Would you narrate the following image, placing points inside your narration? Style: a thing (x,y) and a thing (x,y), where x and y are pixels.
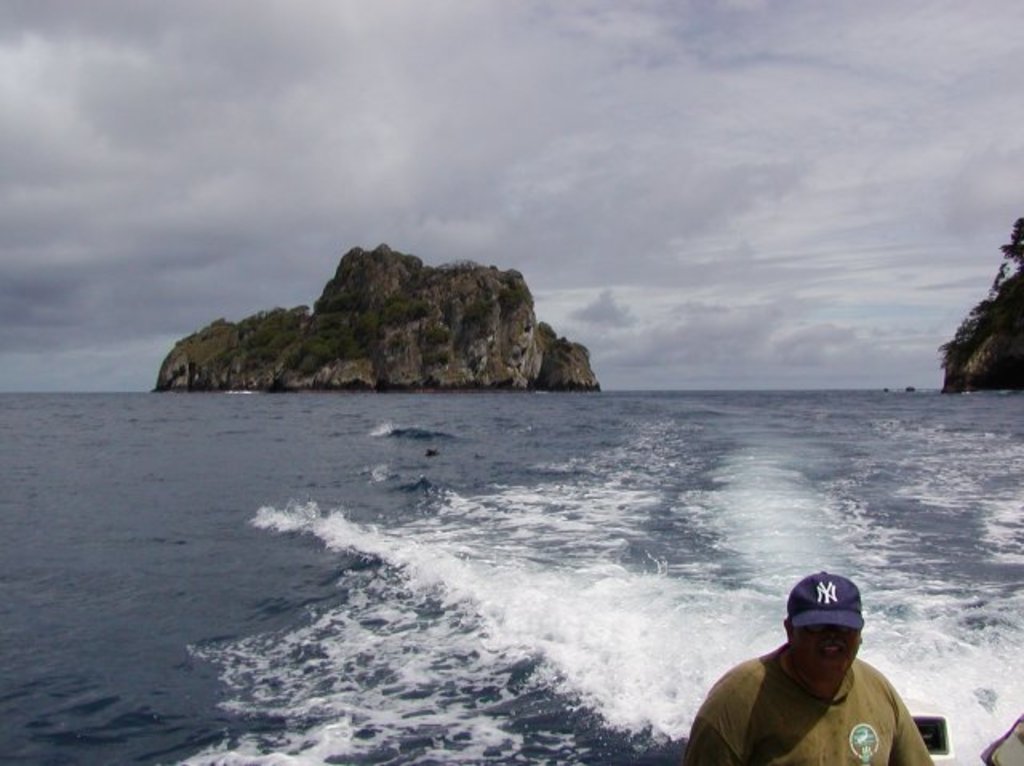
This picture might be taken on ocean (367,491). In this image, on the right side (896,701), we can see a man (897,714) wearing a blue color hat (858,608), we can also see some rocks (974,370), trees (1020,254) on the right side (964,378). In the middle of the image (516,339), we can see some trees (367,337) and rocks (505,308). On top (723,121) there is a sky (723,107) which is cloudy, at the bottom (727,593) there is a water (727,593) in a ocean (742,502).
